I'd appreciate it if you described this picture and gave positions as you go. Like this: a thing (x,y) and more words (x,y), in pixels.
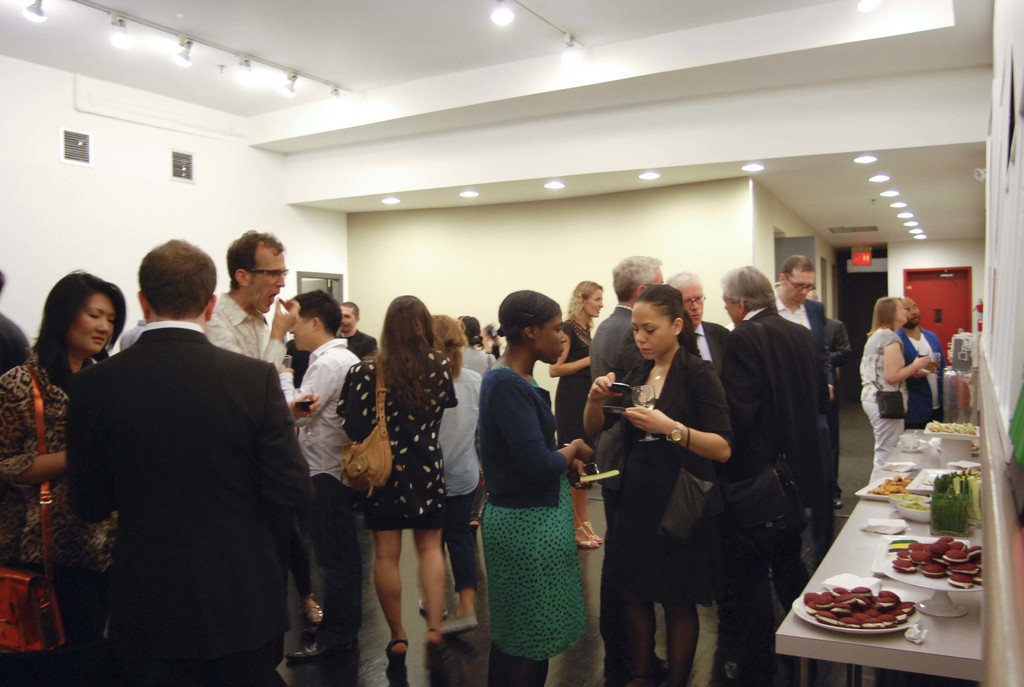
In this picture we can see few people (595,455) are standing on the floor (344,677). Here we can see a table (976,615), plates (937,612), bowls (925,508), trays (930,480), tissue papers (898,529), and food items (946,550). In the background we can see wall (596,217), lights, board (864,264), and doors (857,294).
